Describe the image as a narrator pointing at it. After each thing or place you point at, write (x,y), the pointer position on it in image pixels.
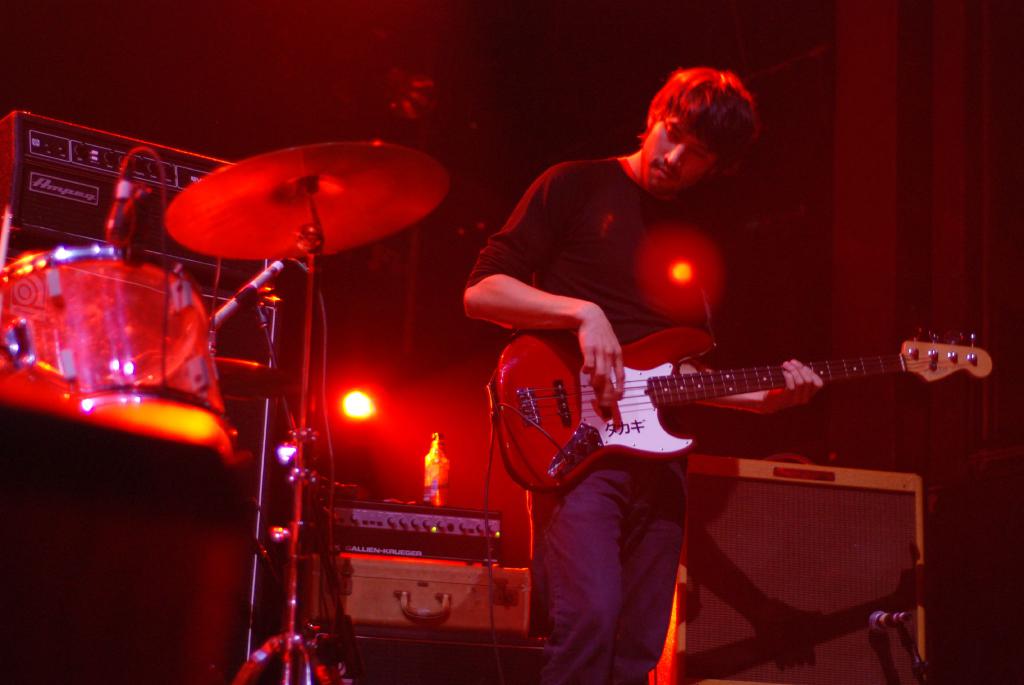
In the image in the center (653,392) we can see one person (633,474) playing guitar (638,377), and back of him they were few musical instruments (150,306). And on the right corner (907,618) there is a microphone (882,617).
